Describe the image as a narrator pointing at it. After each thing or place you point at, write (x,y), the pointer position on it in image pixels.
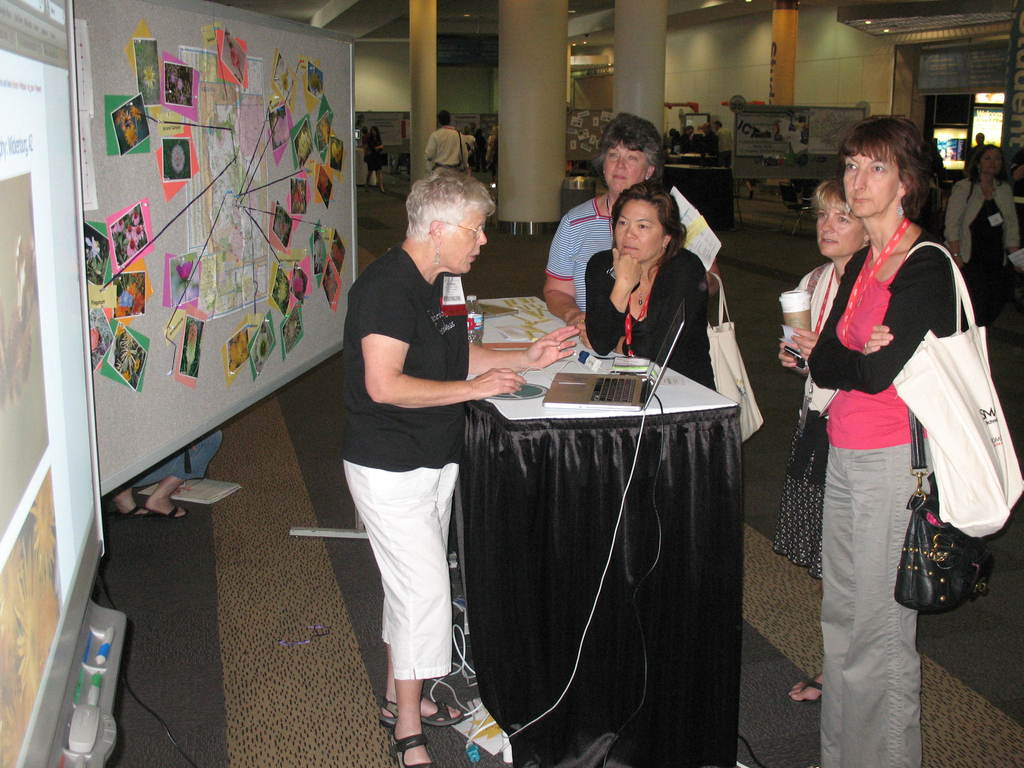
people (611,260) are standing. the person (434,362) at the left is operating the laptop (615,381). behind them there is a board (169,358) on which papers (111,254) are sticked. at the back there are pillars (660,70).
